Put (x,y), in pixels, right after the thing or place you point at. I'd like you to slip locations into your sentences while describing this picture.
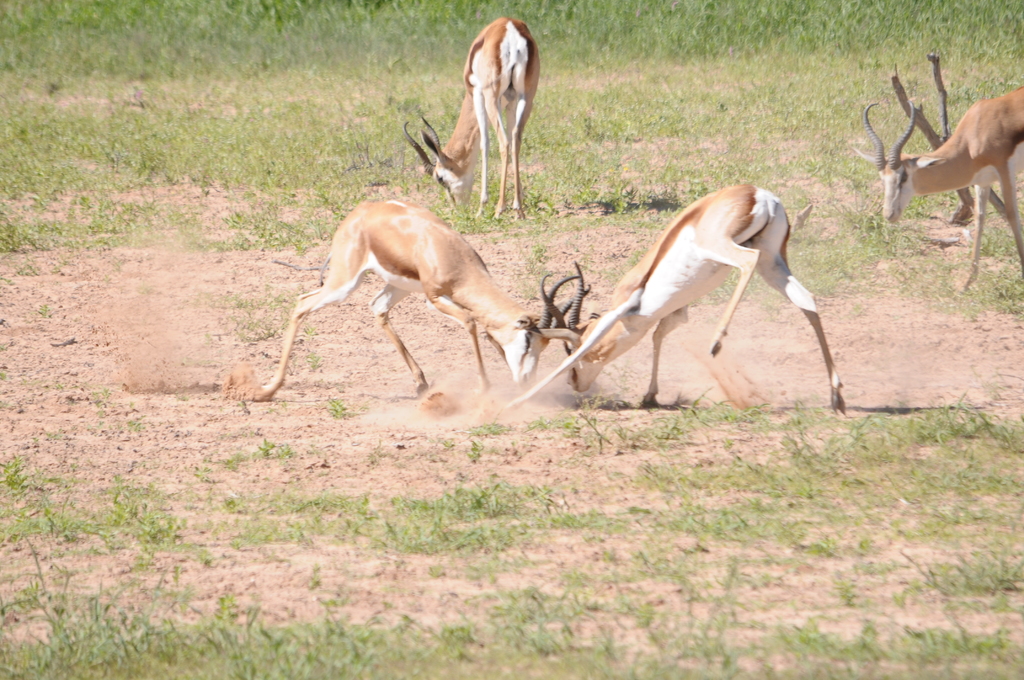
In a given image I can see a animals (558,340), sand (179,361) and grass (449,544).
